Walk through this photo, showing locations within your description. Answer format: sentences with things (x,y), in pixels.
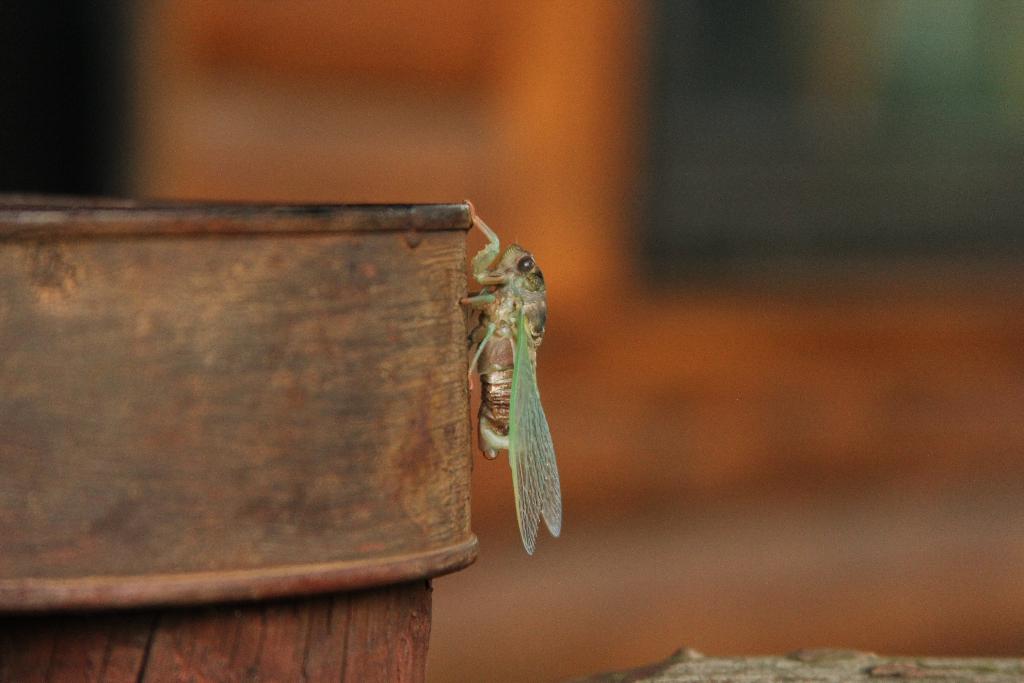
In this image there is an insect (514,437) on a wooden material (263,444). Background (685,71) is blurry. Right bottom there is an object (793,680).
